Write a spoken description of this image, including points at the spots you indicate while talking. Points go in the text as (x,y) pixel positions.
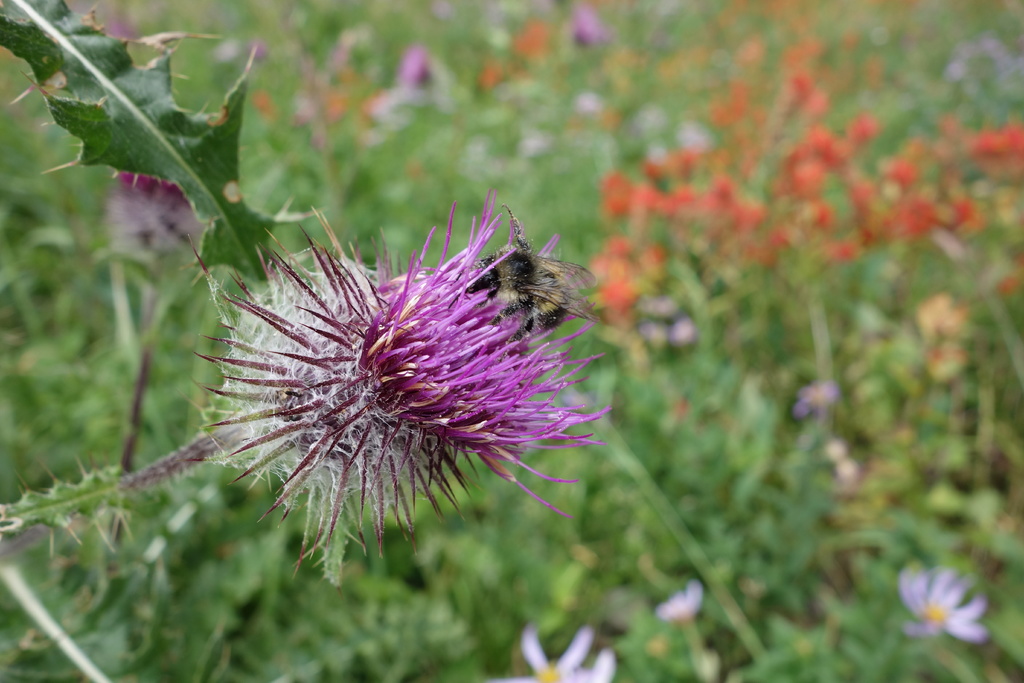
In the picture we can see a plant (269,441) with a spiny leaf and flower (386,381) and behind it, we can see some plants (809,268) with flowers (829,208) which are not clearly visible.
